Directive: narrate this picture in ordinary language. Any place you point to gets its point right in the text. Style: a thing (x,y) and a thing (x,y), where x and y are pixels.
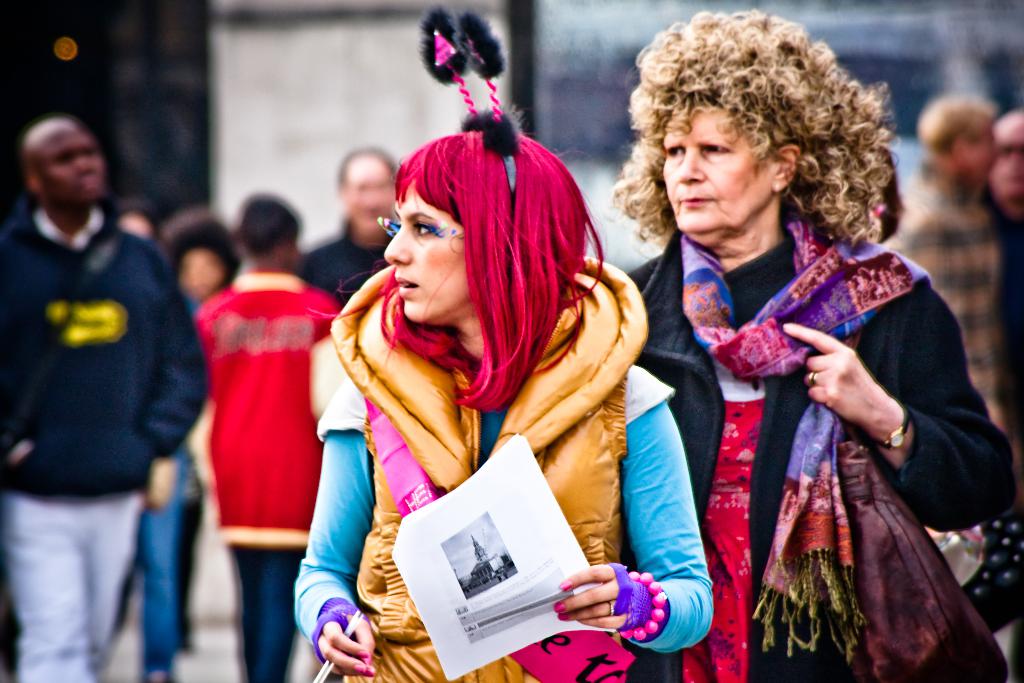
In this image, there is a person (737,178) on the right side of the image (737,178) wearing a bag (855,461). There is a person (535,430) in the middle of the image (532,426) holding a paper (510,501) with her hand (573,586). There are some persons (277,409) on the left side of the image (33,294) standing and wearing clothes (20,301).
